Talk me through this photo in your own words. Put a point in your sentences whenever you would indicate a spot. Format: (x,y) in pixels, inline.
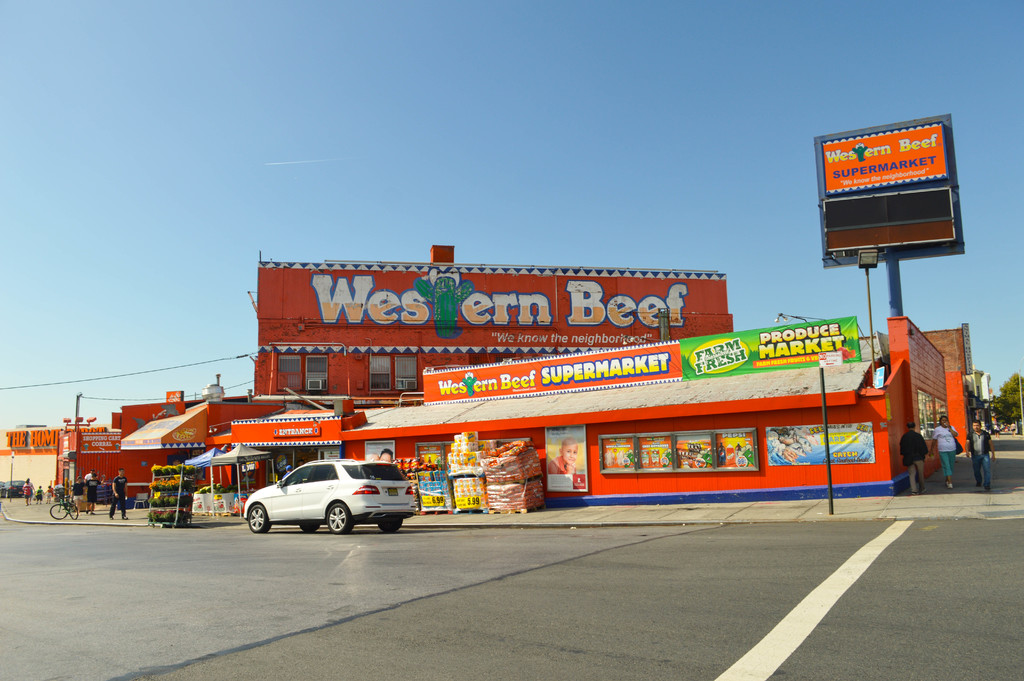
In this picture we can see a car (261,505) on the road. Behind the car (301,496), there are stalls (210,465), shops (298,425), boards (539,306) and some objects (182,474). On the right side of the image (949,432), there are people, a pole (825,418) and trees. On the left side of the image (70,512), there is a bicycle (61,498) and a name board (16,435). At the top of the image (345,186), there is the sky (532,184).
